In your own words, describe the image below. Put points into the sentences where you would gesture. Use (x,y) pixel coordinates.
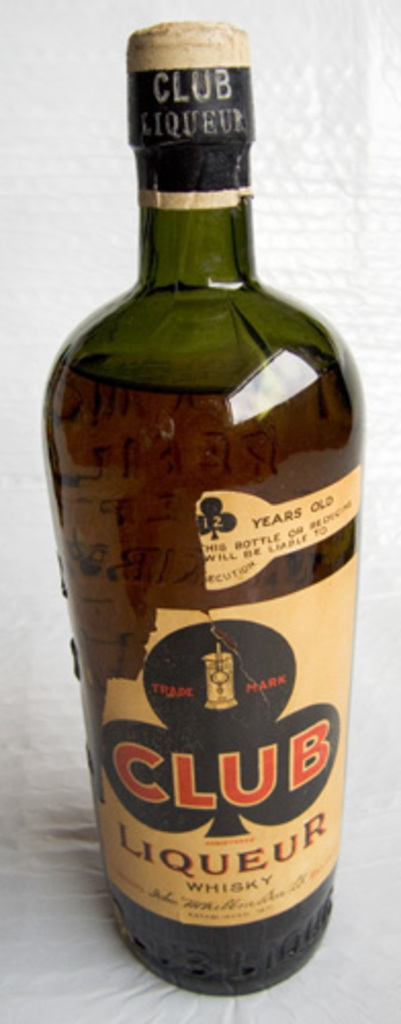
In this picture we can see bottle (321,497) with sticker (306,638) to it and with drink (238,424) in it.
